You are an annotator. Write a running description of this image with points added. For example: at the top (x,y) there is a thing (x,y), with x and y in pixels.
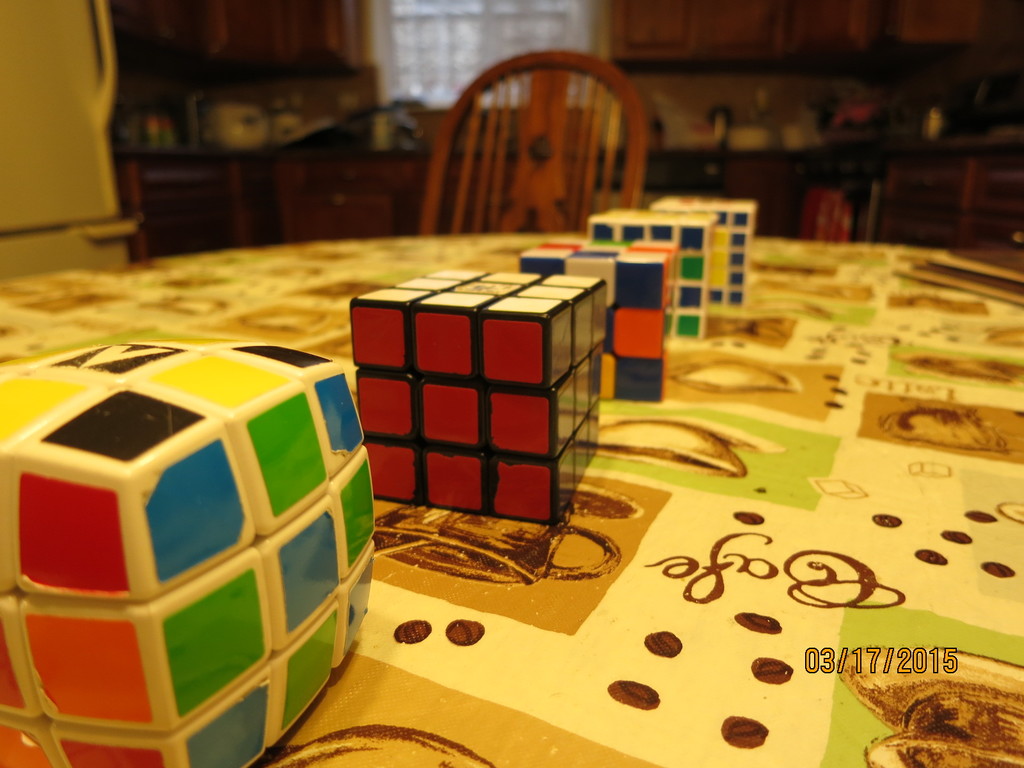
In this image we can see Rubik's cubes (556,411) on the table (772,241). In the background (395,132) there are objects (410,139) placed on the cabinet (185,151), cupboards (294,180), refrigerator (59,51), window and a chair (552,119) placed on the floor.
